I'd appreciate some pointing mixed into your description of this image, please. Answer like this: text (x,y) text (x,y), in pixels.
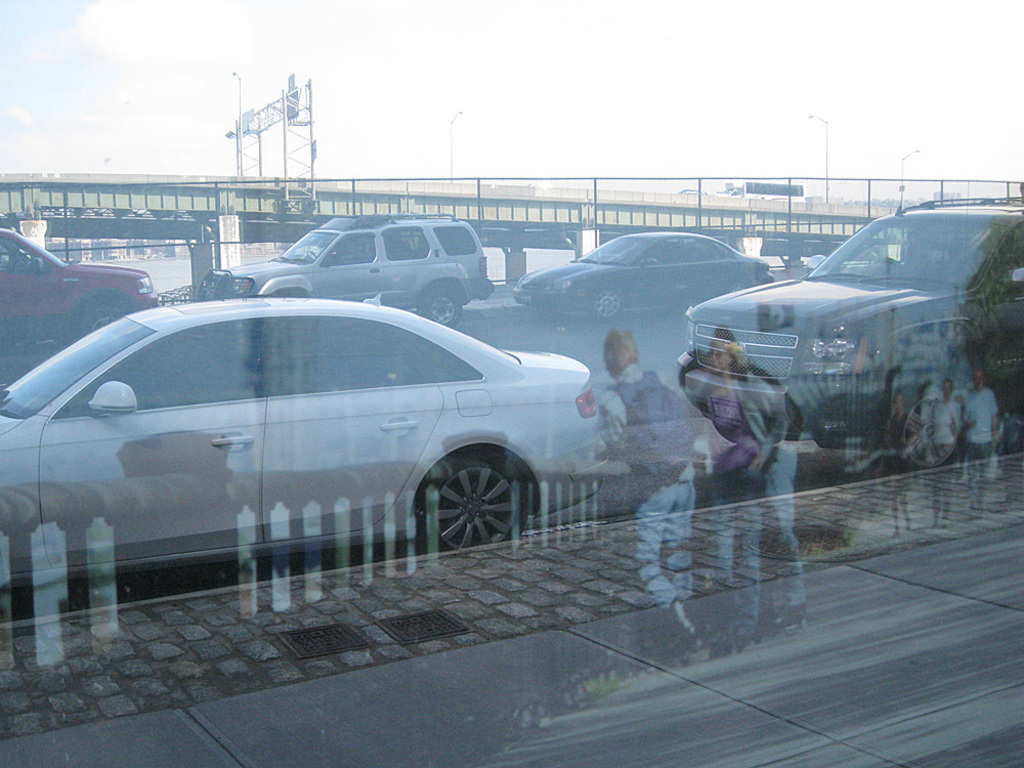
In this image we can able to see few cars (397,314) on the road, there is a bridge (582,195) and a hoarding (277,122). We can able to see sky (596,63) and reflection (792,528) of persons (736,454) on the mirror (487,547).
